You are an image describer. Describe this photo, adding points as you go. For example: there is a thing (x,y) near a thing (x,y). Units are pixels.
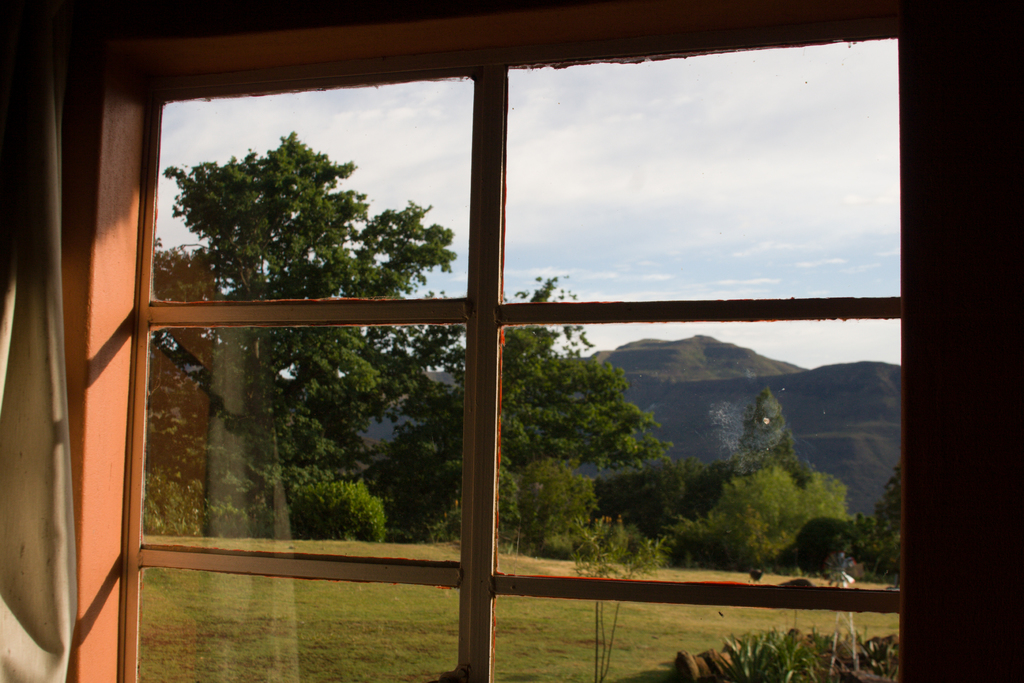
In the picture there is a window (793,301) and in front of the window (241,332) there is a curtain (27,552) on the left side (21,475), behind the window (282,338) there are many trees (391,455), grass (249,599) and in the background (661,355) there is a mountain (707,422).
